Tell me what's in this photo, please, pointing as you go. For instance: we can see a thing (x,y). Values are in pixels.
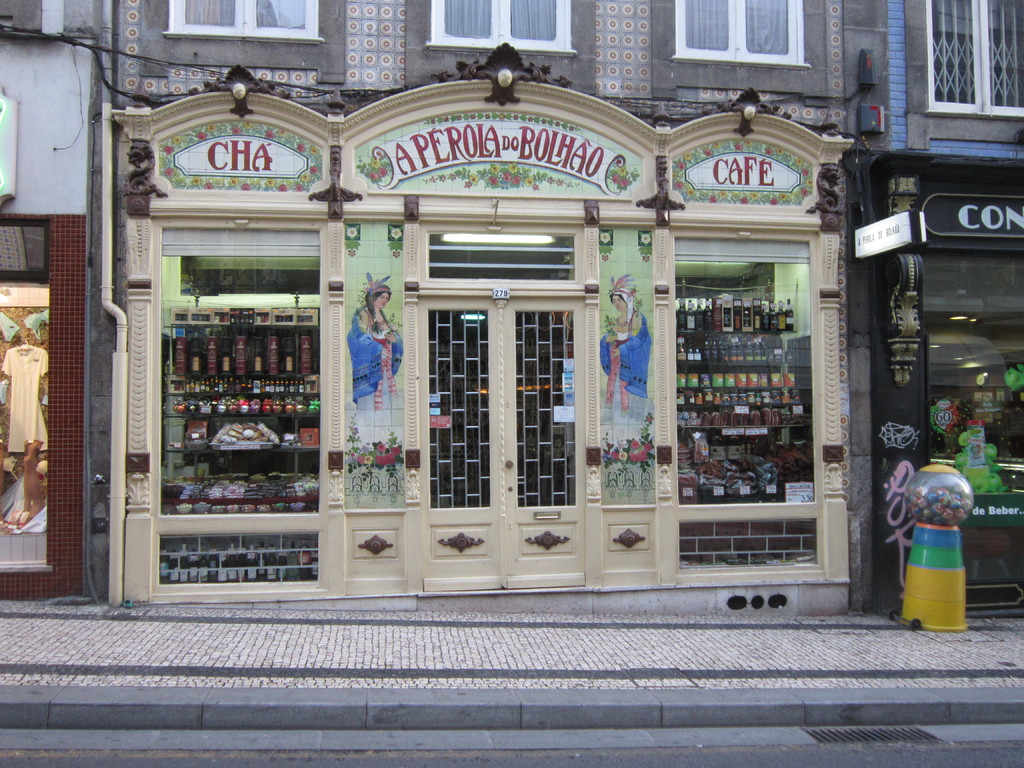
In this image I can see the building (426,70) with the glass windows (567,35) and there is a gate (521,328) in the middle of the building (809,14). On either side of the gate (506,458) there are wine bottles (758,306) and some objects (720,398) and in the right side of the image (956,624) there are some objects (960,466) and chocolate machine (950,546).
